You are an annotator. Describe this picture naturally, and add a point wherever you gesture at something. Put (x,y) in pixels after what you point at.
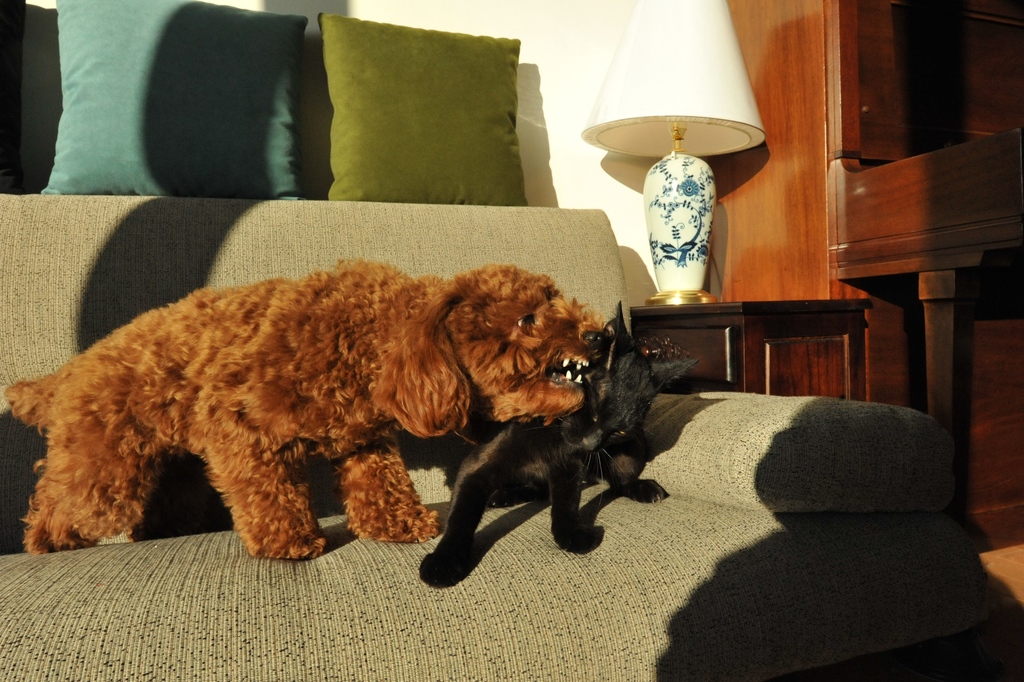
There is a dog (353,419) and a cat (528,447) fighting on a sofa (493,556). On the sofa (410,222) there are pillows (376,119). There is a table (725,361) near the sofa (706,530). On the table (749,311) there is a table lamp (680,203). In the background (599,44) there is a wall (542,41). Also a wooden cup board (891,225) is over there.
